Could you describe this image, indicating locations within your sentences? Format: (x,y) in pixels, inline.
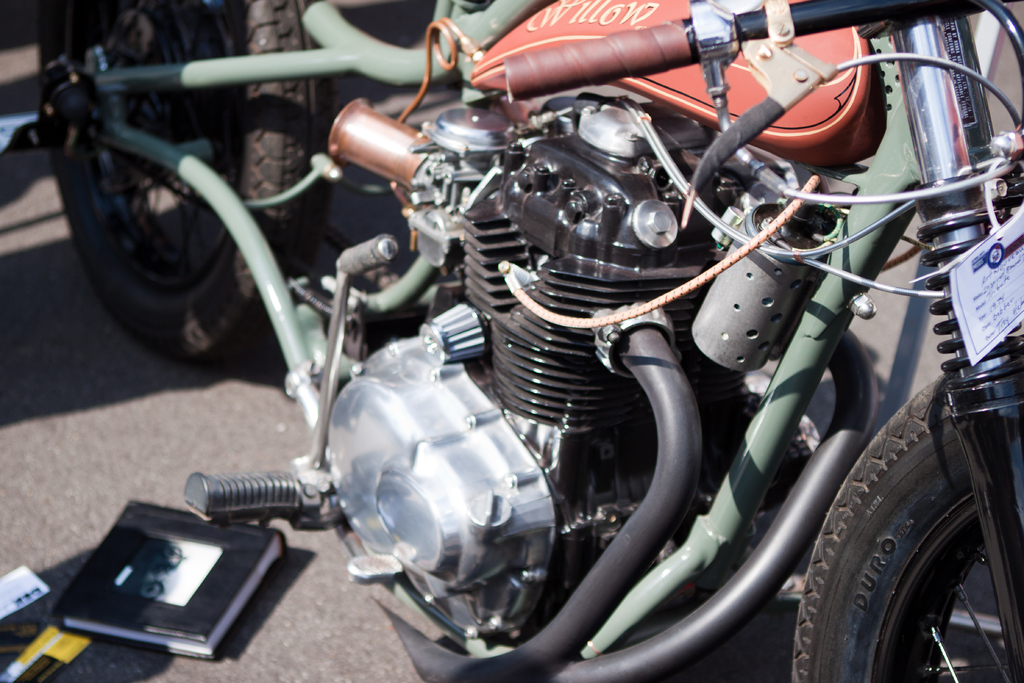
As we can see in the image there are motorcycles (377,311) and a book (149,567).
